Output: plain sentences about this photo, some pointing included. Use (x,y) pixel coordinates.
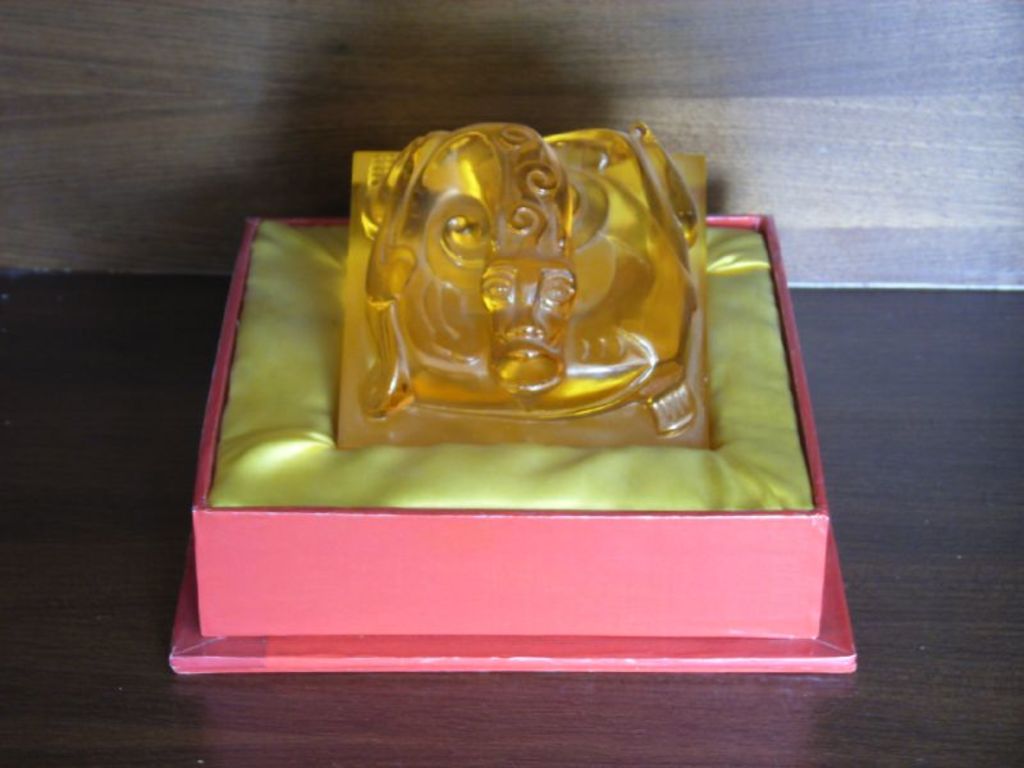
In this image we can see a box (719,273) and an object (668,371) on a wooden platform (673,681).
